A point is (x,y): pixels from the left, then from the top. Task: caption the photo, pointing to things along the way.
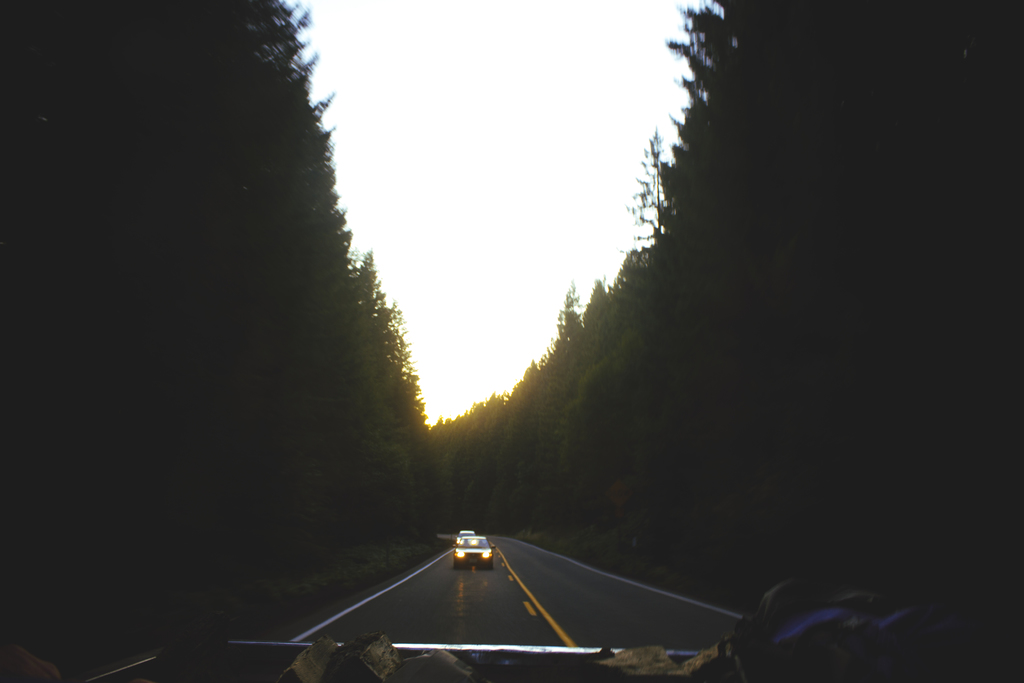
In this image, there is a car (477,555) on the road (480,570) which is in between trees (318,389). There is sky (459,144) at the top of the image (455,98).
